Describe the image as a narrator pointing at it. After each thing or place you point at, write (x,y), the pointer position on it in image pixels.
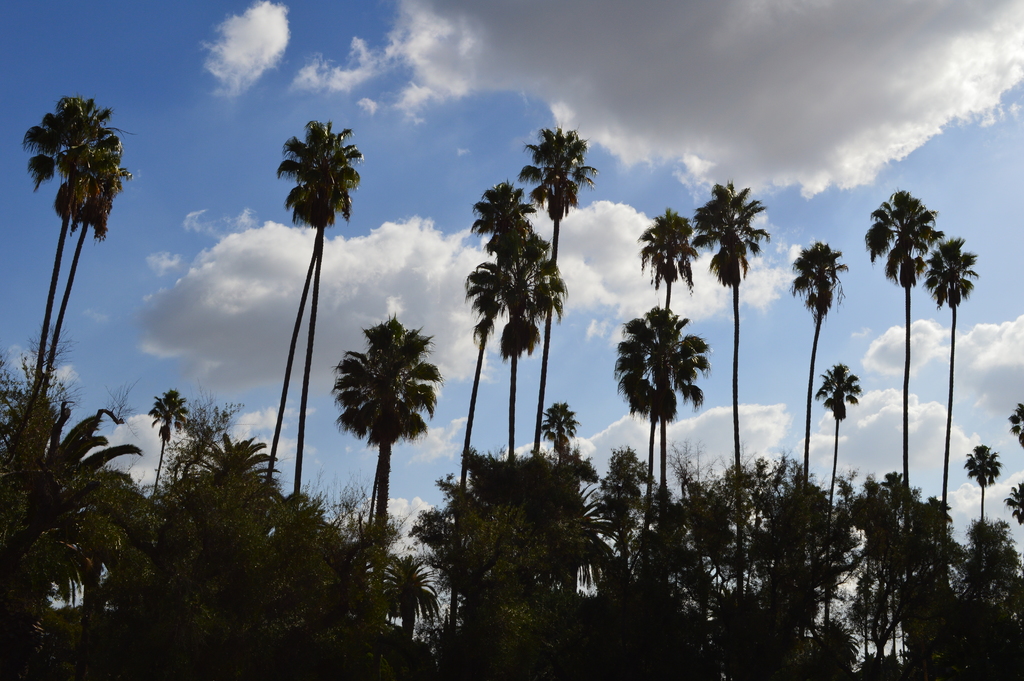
Here we can see trees (611,473). In the background (323,298) there is sky (437,158) with clouds (929,437).
